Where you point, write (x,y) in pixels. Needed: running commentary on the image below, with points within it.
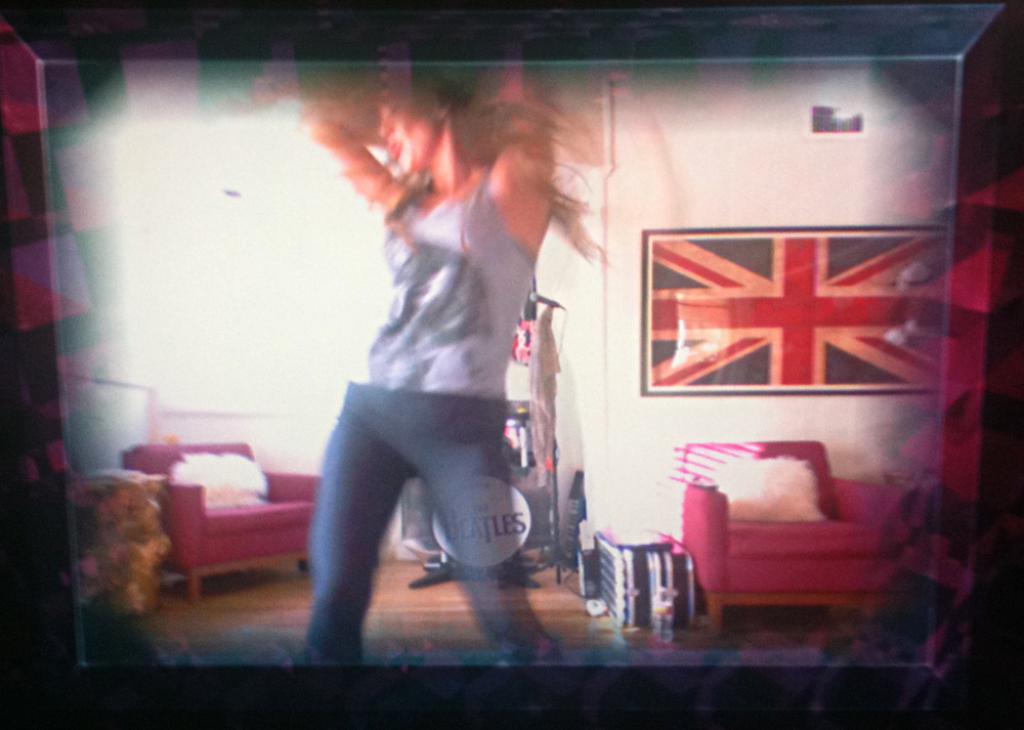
In this picture there is a photo frame (536,346) of a photo (508,505). In the photo (504,557) there is a woman (425,260) wearing a grey t shirt (446,303), grey trousers (450,499) and she is dancing. Towards the left (206,542) and right, there are sofas (790,537) which are in red in color. Towards the right (768,209), there is a wall (728,428) with a chart (736,307).
